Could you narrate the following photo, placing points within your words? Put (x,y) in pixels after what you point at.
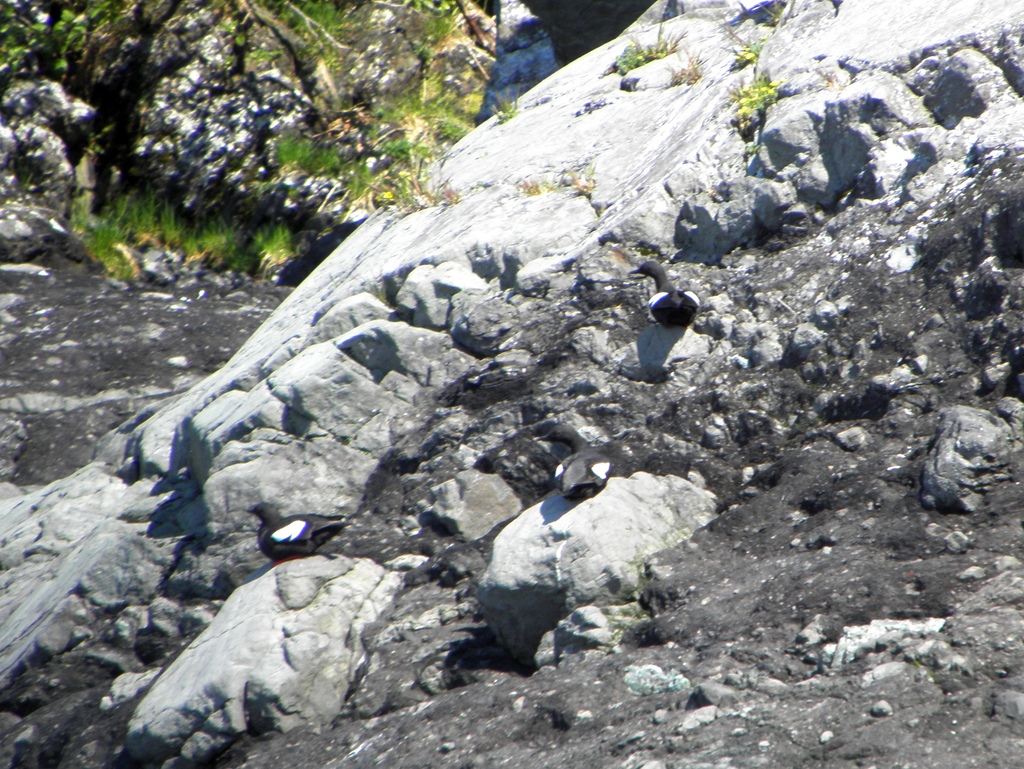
In this picture, we can see ground (433,440) with rocks (442,496), and we can see a few birds (333,518), and plants (358,164).
